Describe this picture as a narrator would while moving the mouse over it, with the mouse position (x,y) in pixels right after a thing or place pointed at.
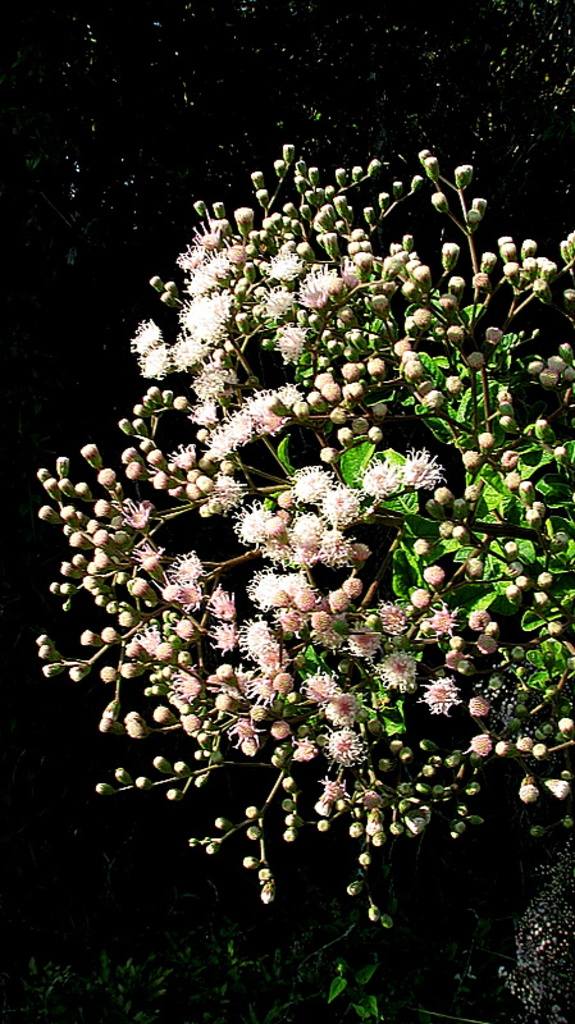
In this image we can see a plant (382,479).
